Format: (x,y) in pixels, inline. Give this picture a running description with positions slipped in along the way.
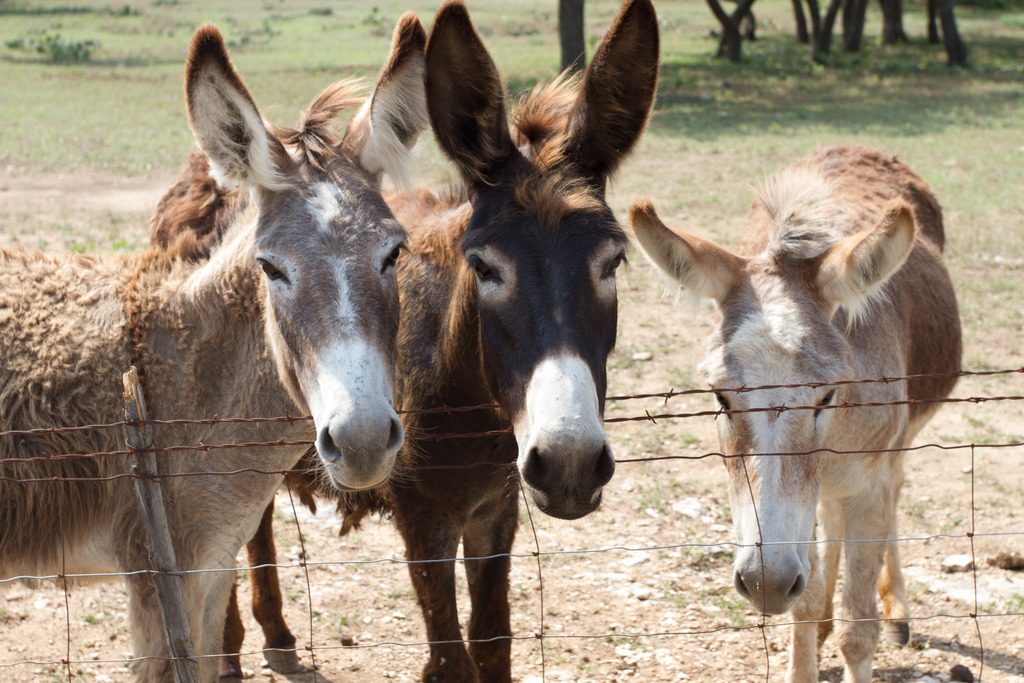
In the foreground of the picture (451,263) there are donkeys (559,263), fencing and soil (320,543). In the background (579,25) there are trees (896,10), plants (19,44) and grass (788,9).
